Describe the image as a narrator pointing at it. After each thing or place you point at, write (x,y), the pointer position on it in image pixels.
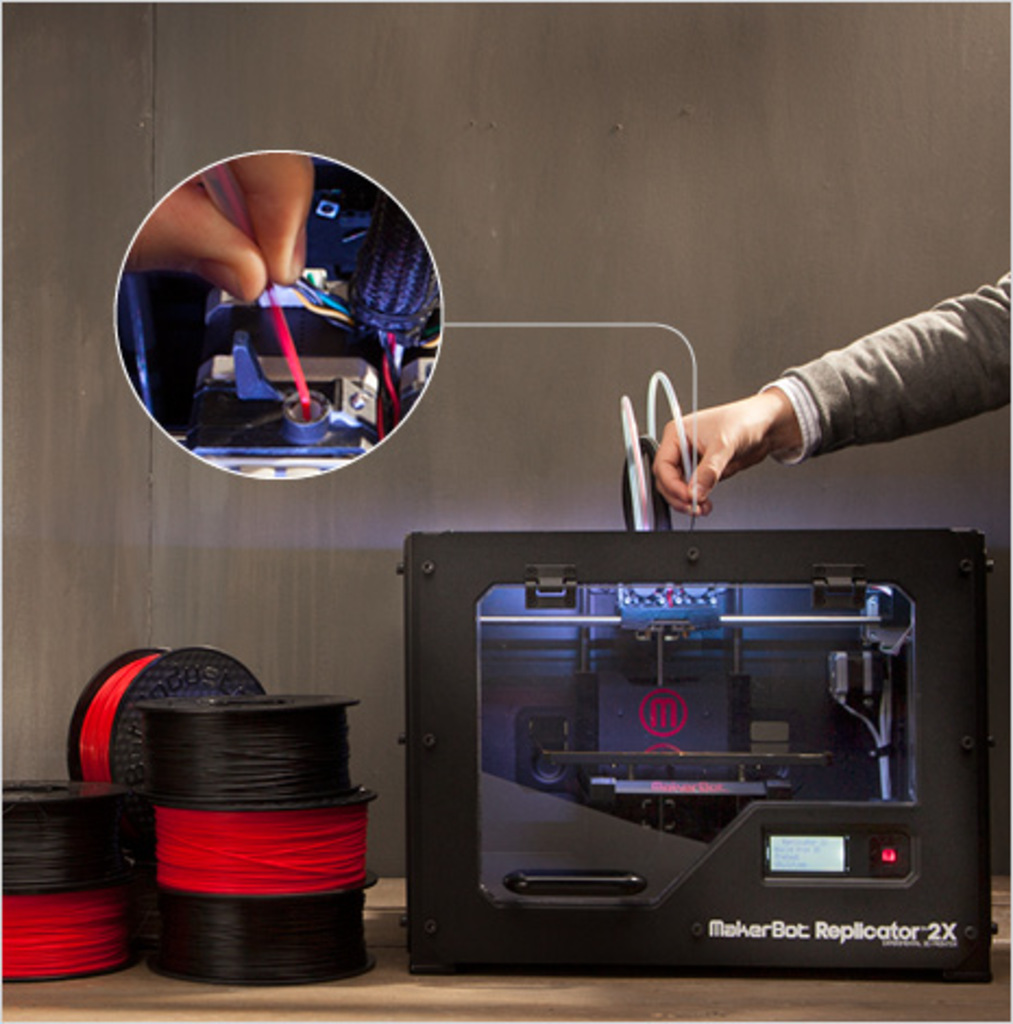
This image consists of a box (634,676). There is a person's hand (771,406) on the right side (745,409). He is putting something into that box (521,563). There are wires (228,907) in the bottom left corner (168,843). They are of black and red colors.
